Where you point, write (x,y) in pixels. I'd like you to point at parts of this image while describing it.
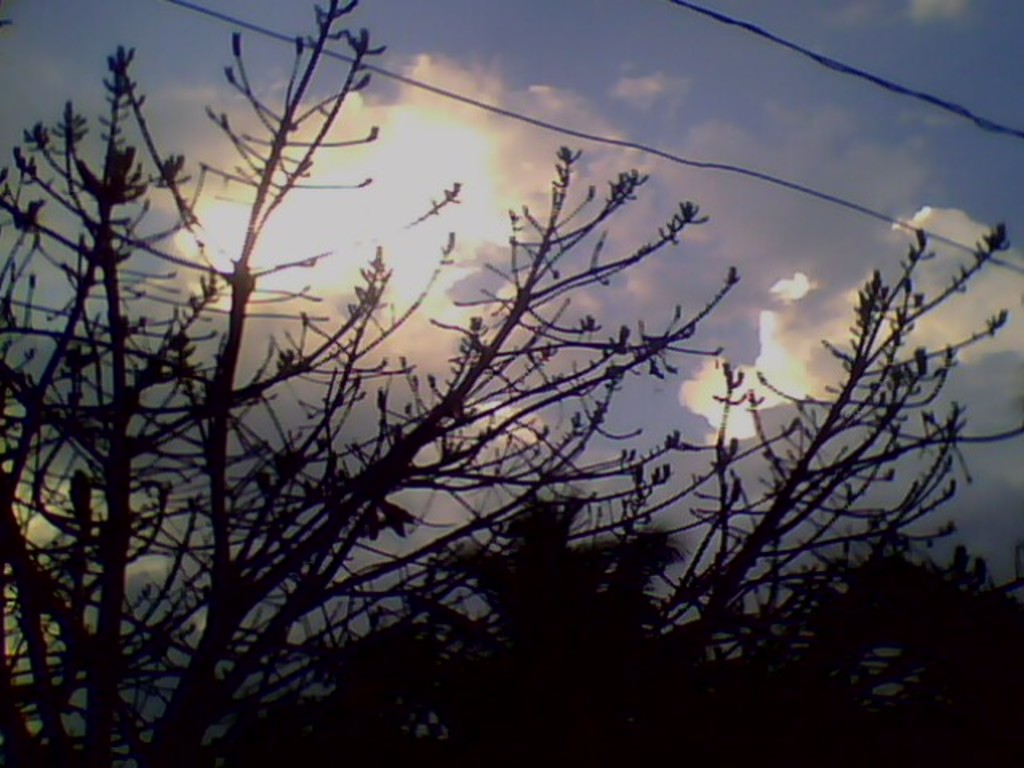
In this picture we can see plants (497,348) and wires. In the background of the image (701,343) we can see sky (705,367) with clouds (706,398).
